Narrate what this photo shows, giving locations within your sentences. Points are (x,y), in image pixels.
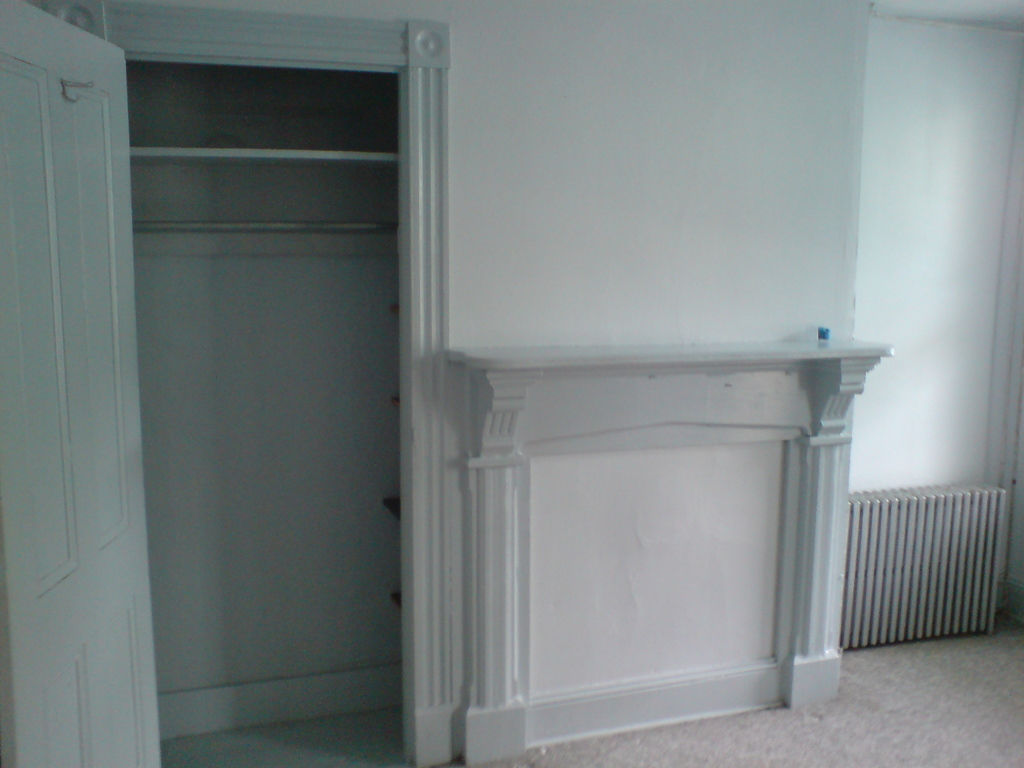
In this image we can see a door (76,538). Also there is a wall (609,212). On the wall (743,339) there is a stand (477,491) with pillars (808,543). Near to that there is an object (953,511). In the background (275,454) there is another wall (300,514).
